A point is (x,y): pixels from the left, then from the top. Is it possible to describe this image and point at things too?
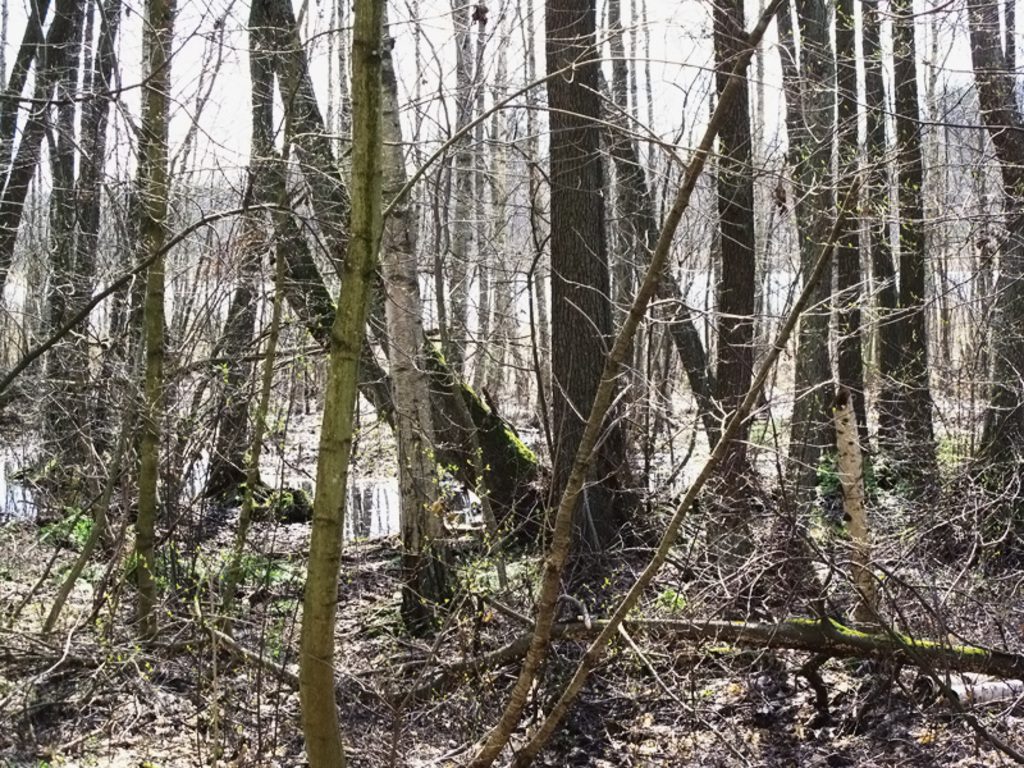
This image looks like it is clicked in a forest (278,389). In the front (142,330), there are many trees (564,157). At the bottom (364,702), we can see the dried leaves (775,675) and stems (378,698).
